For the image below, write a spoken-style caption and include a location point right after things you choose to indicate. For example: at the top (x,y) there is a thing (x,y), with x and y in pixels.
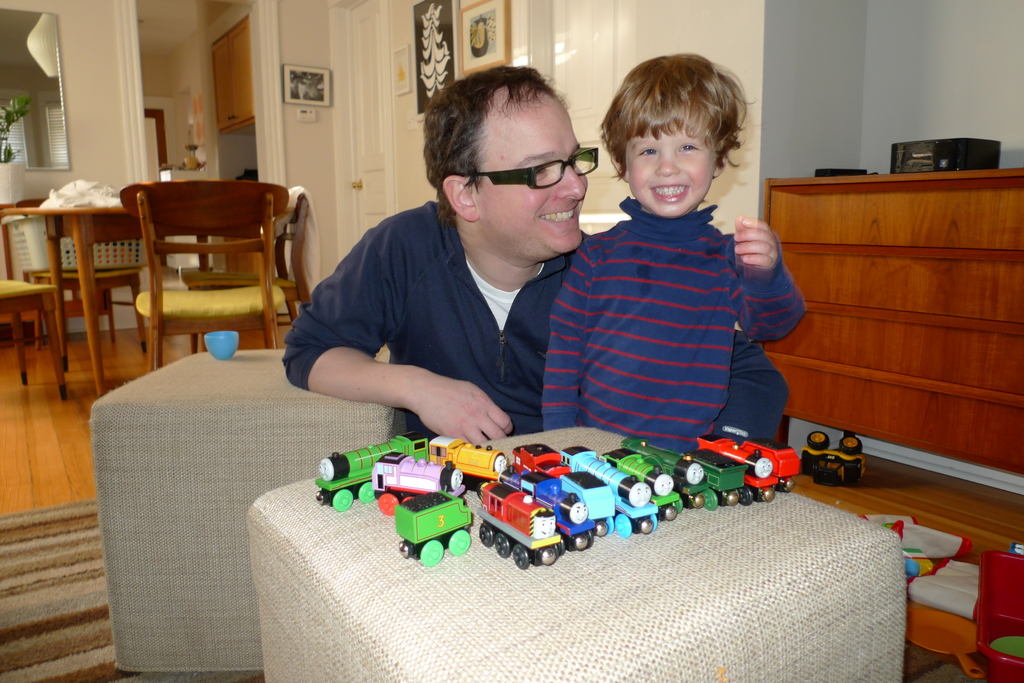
In this picture we can see two persons (497,272), they both are smiling, in front of them we can find couple of toys (730,448), in the background (262,279) we can see chairs (208,250), table (53,241), mirror (8,68), wall frames (315,73) on the wall (319,55).
